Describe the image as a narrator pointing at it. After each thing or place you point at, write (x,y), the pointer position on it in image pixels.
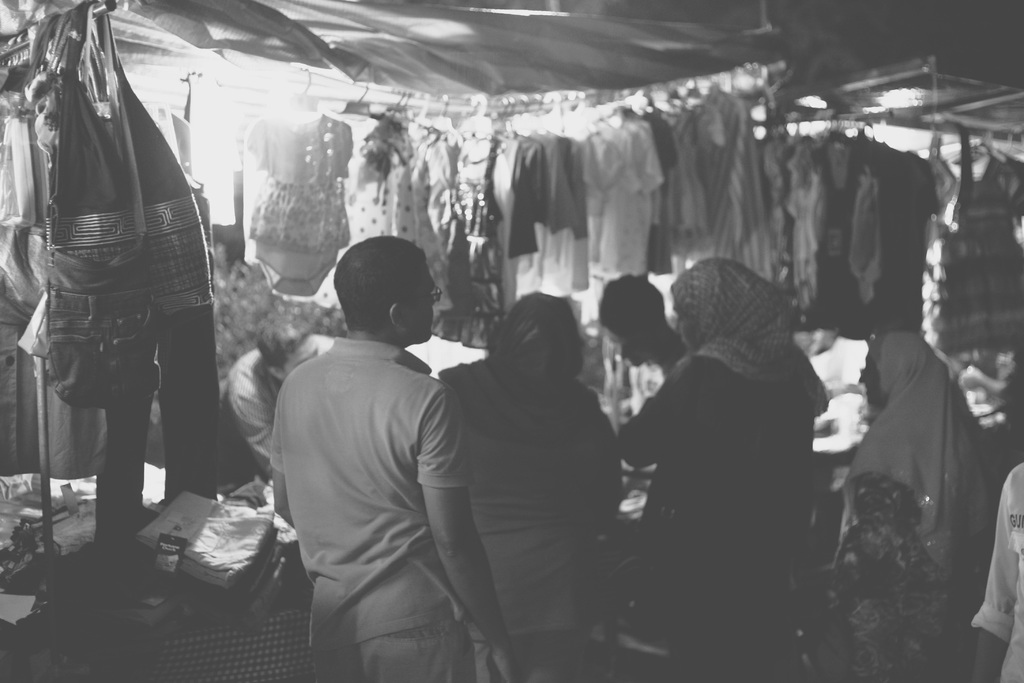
It is a black and white image, there is a cloth stall (590,296) and people (557,399) are standing in front of the store (546,243) and buying the clothes (631,190).
